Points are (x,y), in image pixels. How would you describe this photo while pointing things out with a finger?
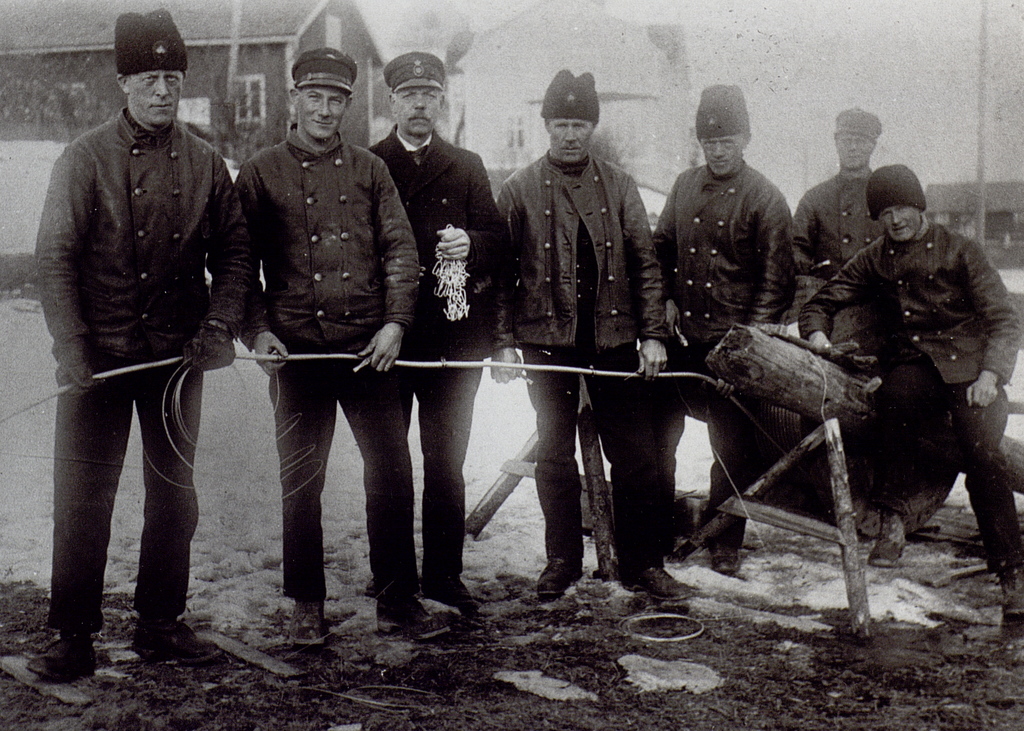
It is a black and white image, a group of people (395,335) are standing by holding a rope (363,359) with their hands (495,372) and behind them there are two houses (325,39).
